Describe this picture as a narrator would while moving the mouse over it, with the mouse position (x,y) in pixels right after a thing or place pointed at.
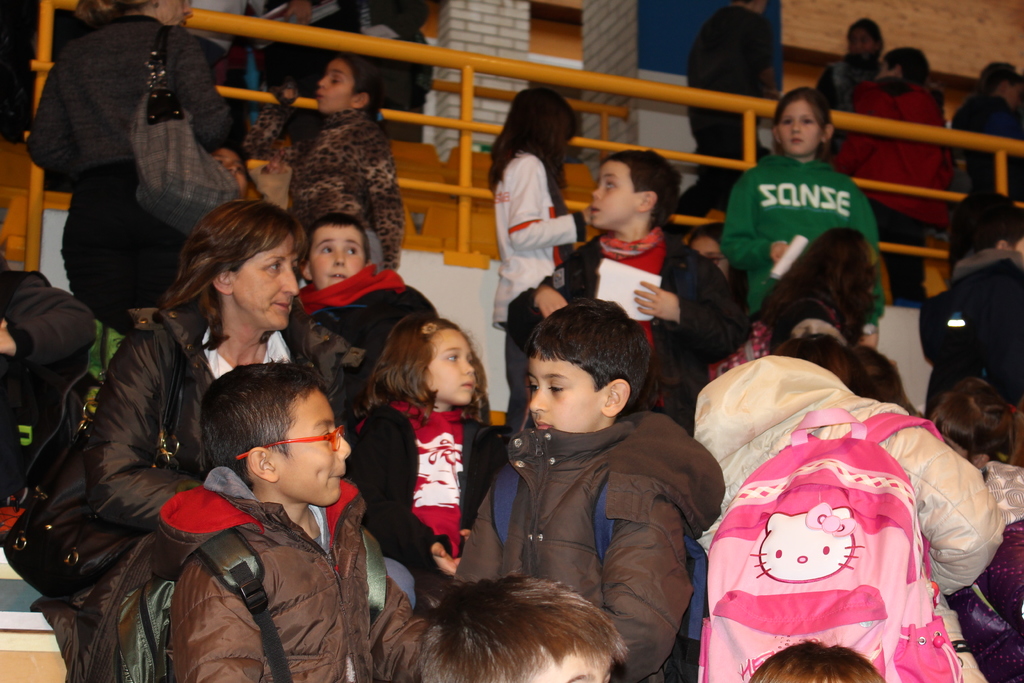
In this picture we can see the group of persons (662,345) and we can see the pink color bag (850,507). In the background (938,21) we can see the wall (889,40), pillars (504,82) and the chairs (479,226) and the deck rail (494,125).
